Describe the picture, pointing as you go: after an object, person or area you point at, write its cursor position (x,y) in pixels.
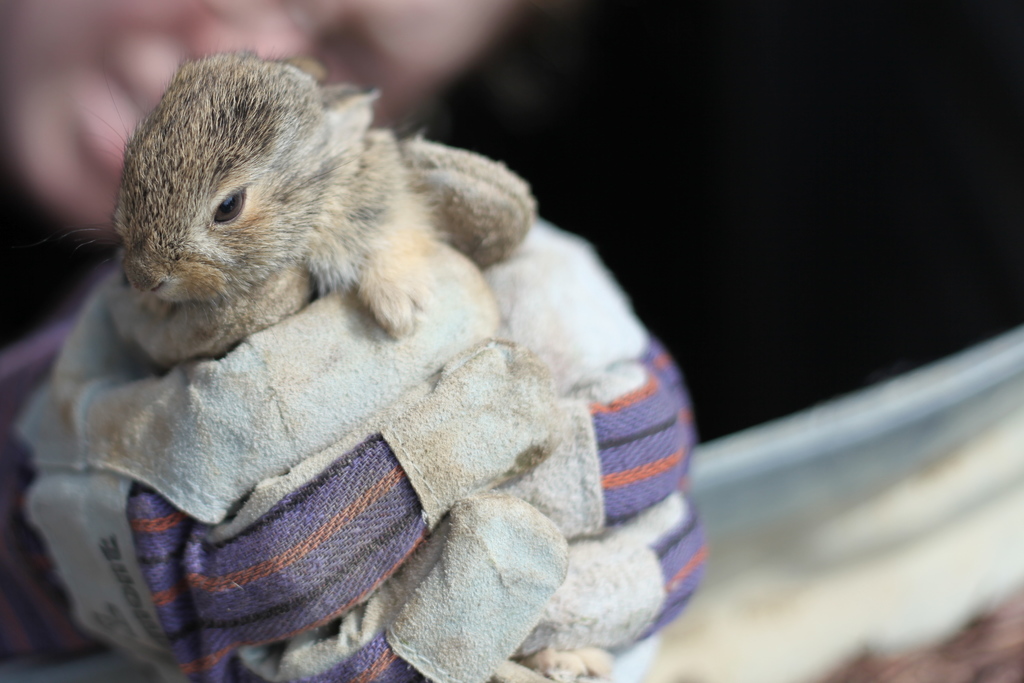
This picture is consists of a baby rabbit (221,123) on the left side of the image (196,253), in the hands (459,307).
